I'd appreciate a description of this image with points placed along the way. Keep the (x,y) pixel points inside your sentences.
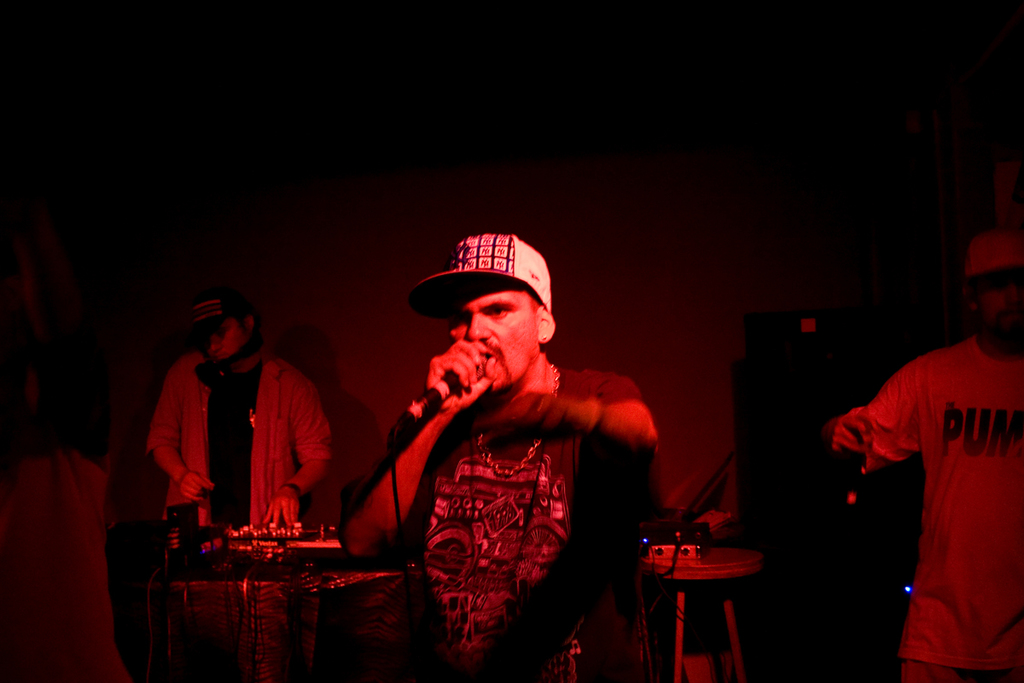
In the image there is a man (456,431) in the middle (479,393) singing on mic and in the background (927,375) there are other men (936,524) playing other musical instruments (241,538).
